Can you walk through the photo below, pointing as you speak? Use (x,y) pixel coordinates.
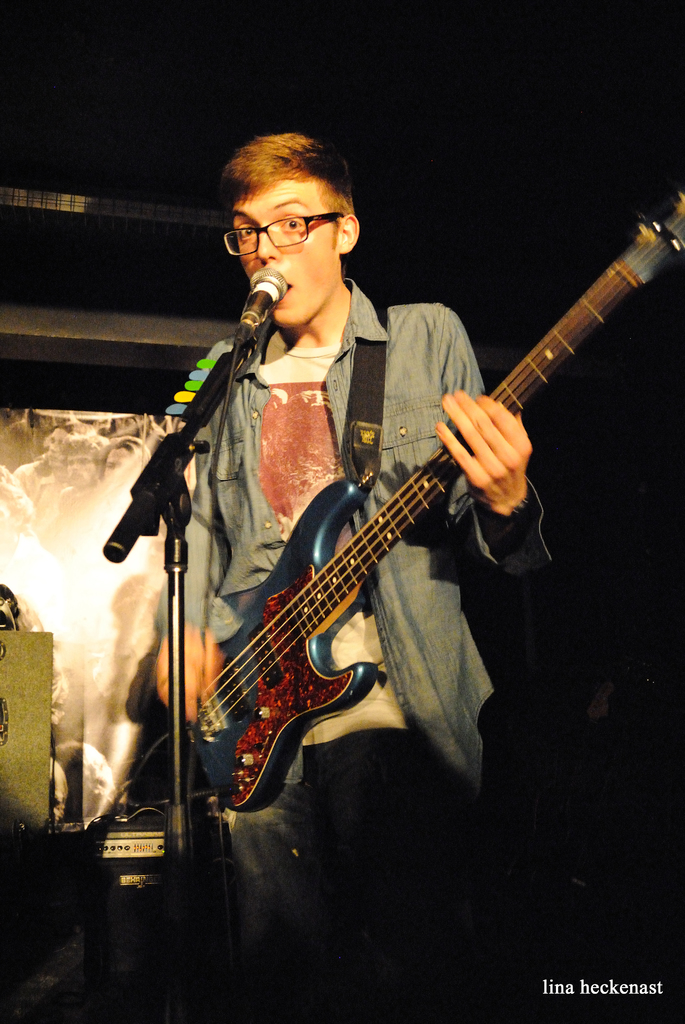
In this picture I can observe a person (332,403) standing in the middle of the picture (306,539) holding a guitar (291,555) in his hands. In front of him there is a mic (275,289) and stand (184,437). The background (137,96) is dark.
